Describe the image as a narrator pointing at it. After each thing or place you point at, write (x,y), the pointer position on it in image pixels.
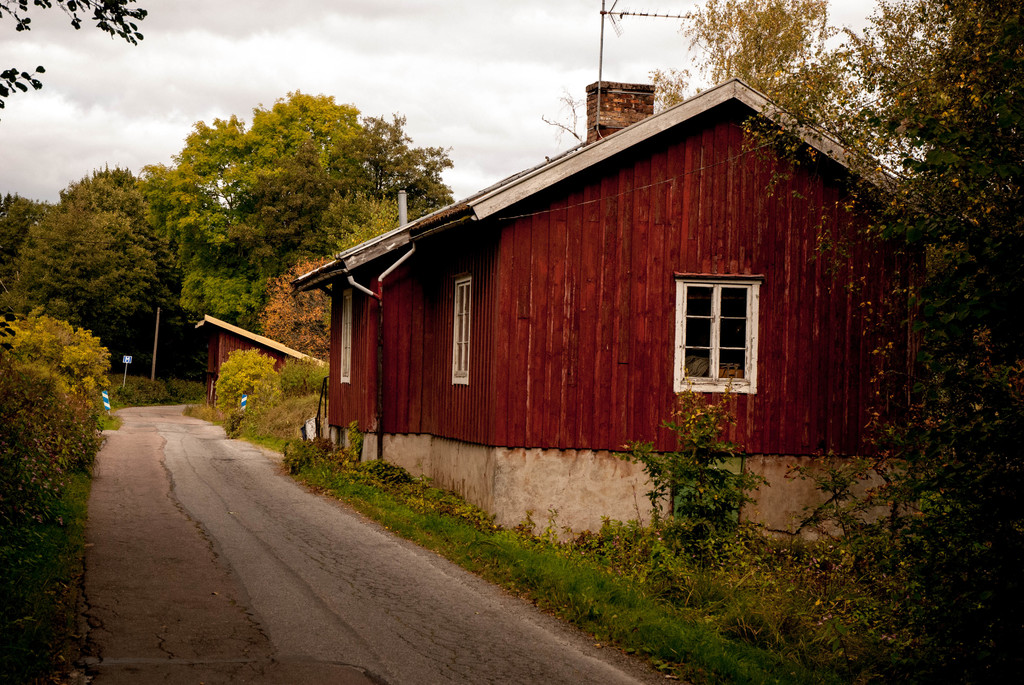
In this image there is the sky (410,76) towards the top of the image (270,79), there are clouds (293,65) in the sky (243,65), there are trees (248,222), there is a road (177,484) towards the bottom of the image (248,534), there are poles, there are boards (107,406), there is grass (589,593) towards the bottom of the image (748,667), there is a tree (989,628) towards the right of the image (950,251), there are plants (53,444) towards the left of the image (50,456), there is a house (584,457), there are windows (710,327).
